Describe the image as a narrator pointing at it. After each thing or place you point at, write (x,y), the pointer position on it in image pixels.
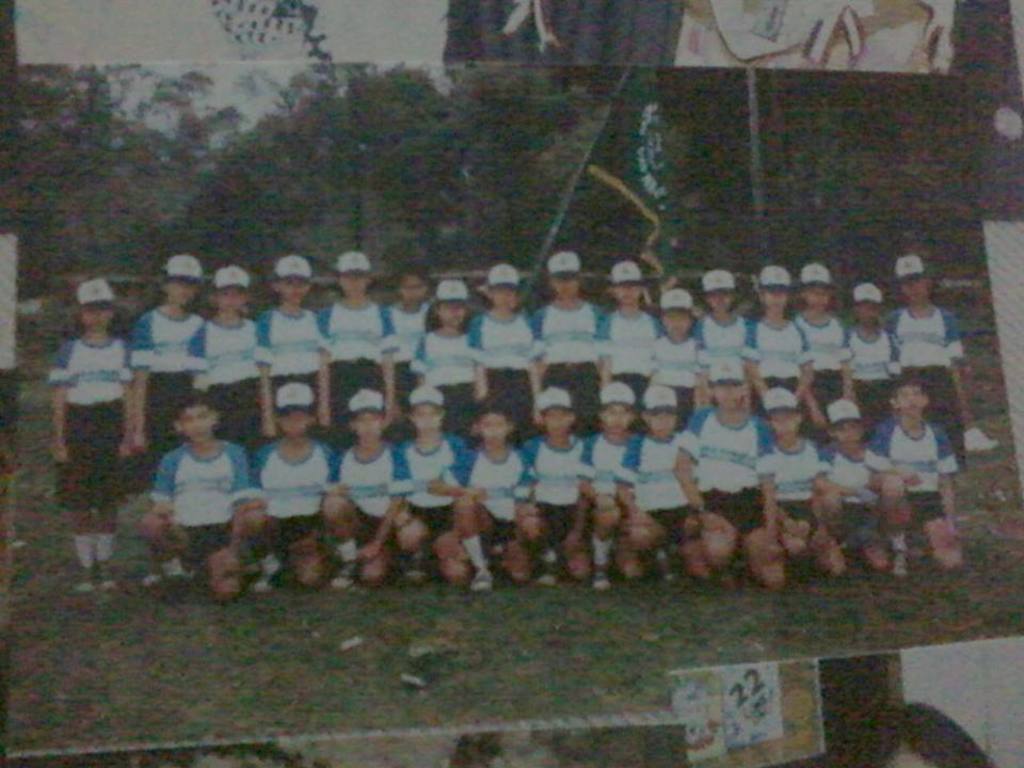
In this image there is a photo (189,436), in that photo (645,228) there are people (546,343) standing few are laying on their knees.
